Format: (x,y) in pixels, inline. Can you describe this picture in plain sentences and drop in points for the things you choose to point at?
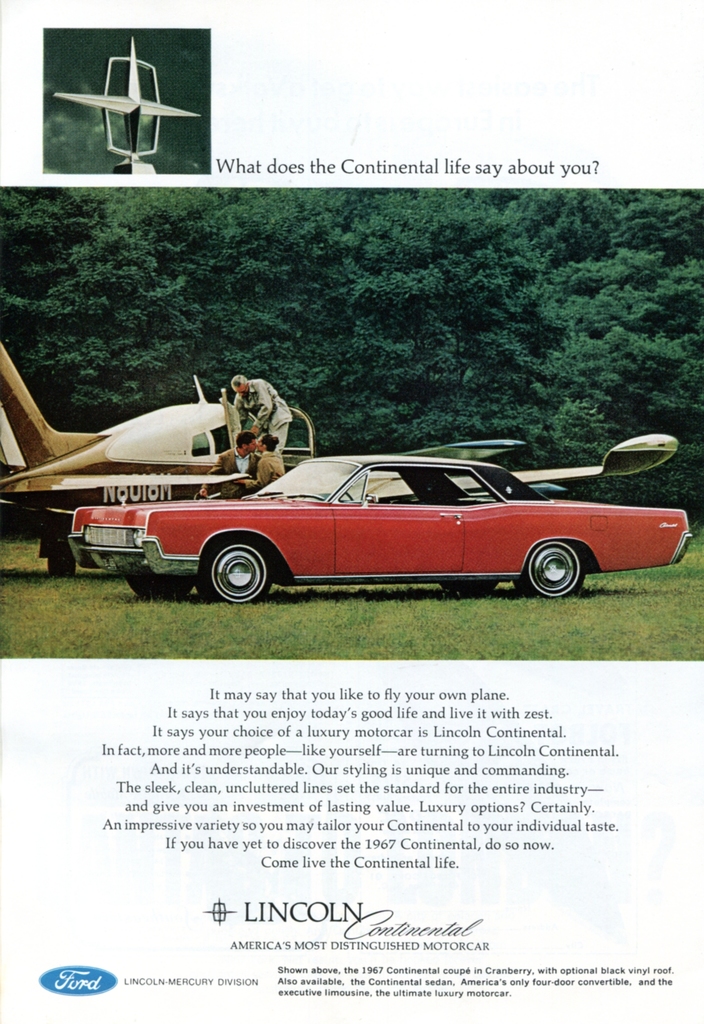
In the image we can see the poster (174,591), in the poster (246,538) we can see vehicles (291,499), grass (538,636) and trees (413,375), we can see there are even people (224,490) wearing clothes (231,497) and here we can see the text (103,748).
